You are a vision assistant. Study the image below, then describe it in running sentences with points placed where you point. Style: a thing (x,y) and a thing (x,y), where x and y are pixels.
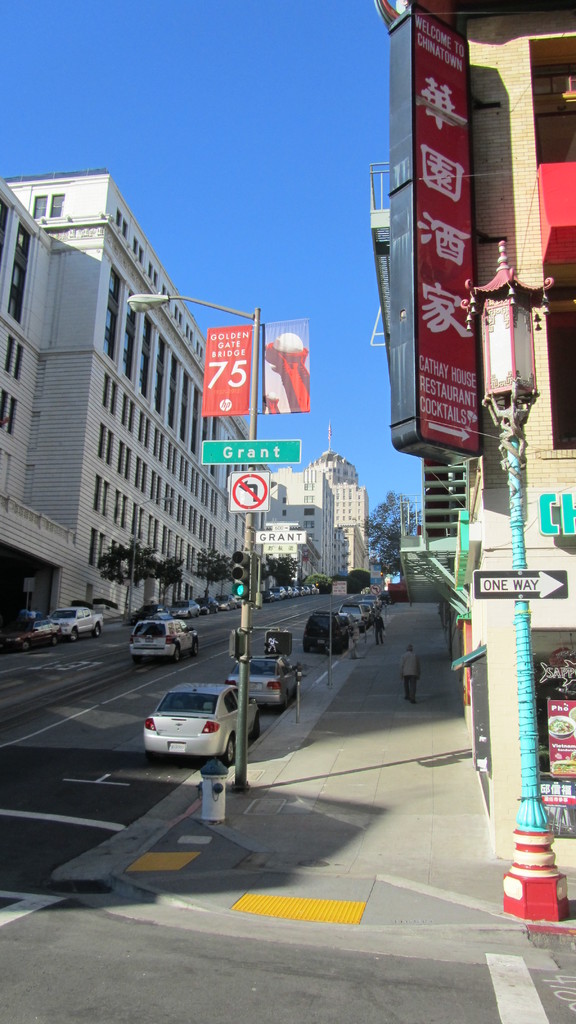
This is the picture of a city (444,583). In this image there are vehicles (266,660) on the road (135,805). There are poles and trees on the footpath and there are buildings (287,501). At the top (235,251) there is sky (275,264). At the bottom (78,972) there is a road (298,974).
